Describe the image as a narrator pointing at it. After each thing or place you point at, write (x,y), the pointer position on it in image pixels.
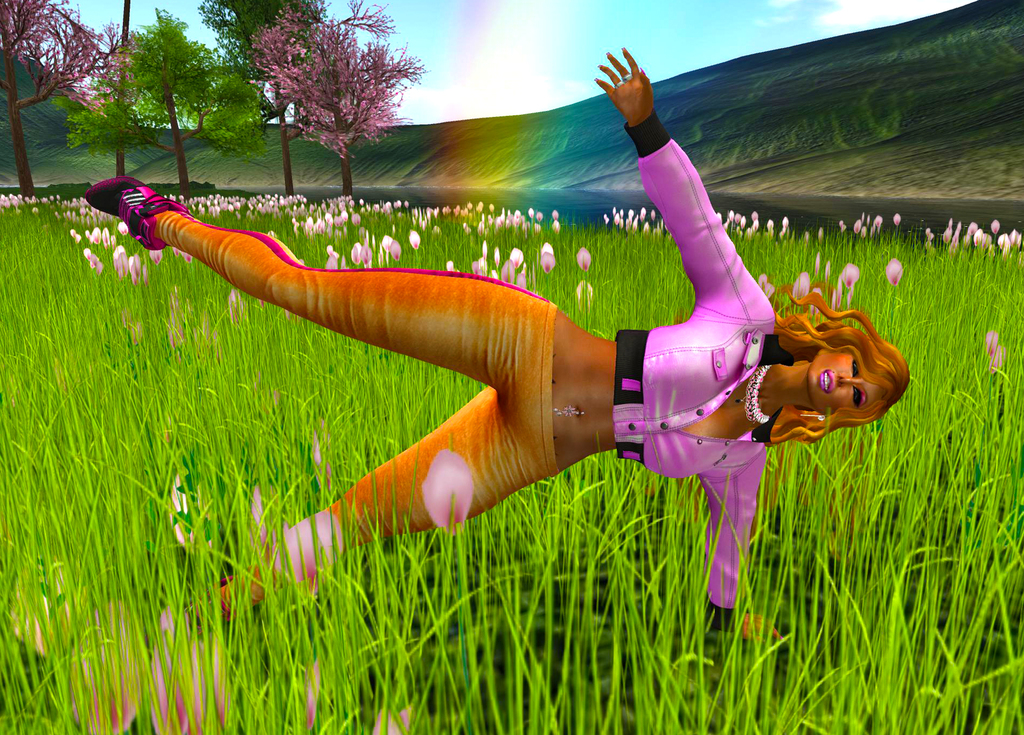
In this image I can see animated picture of a woman (545,422) and the woman (500,455) is balancing on one arm (727,565) on grass (421,601) and I can see the sky (499,80) and trees (379,36) and the hill (763,89) in the background (687,78).
